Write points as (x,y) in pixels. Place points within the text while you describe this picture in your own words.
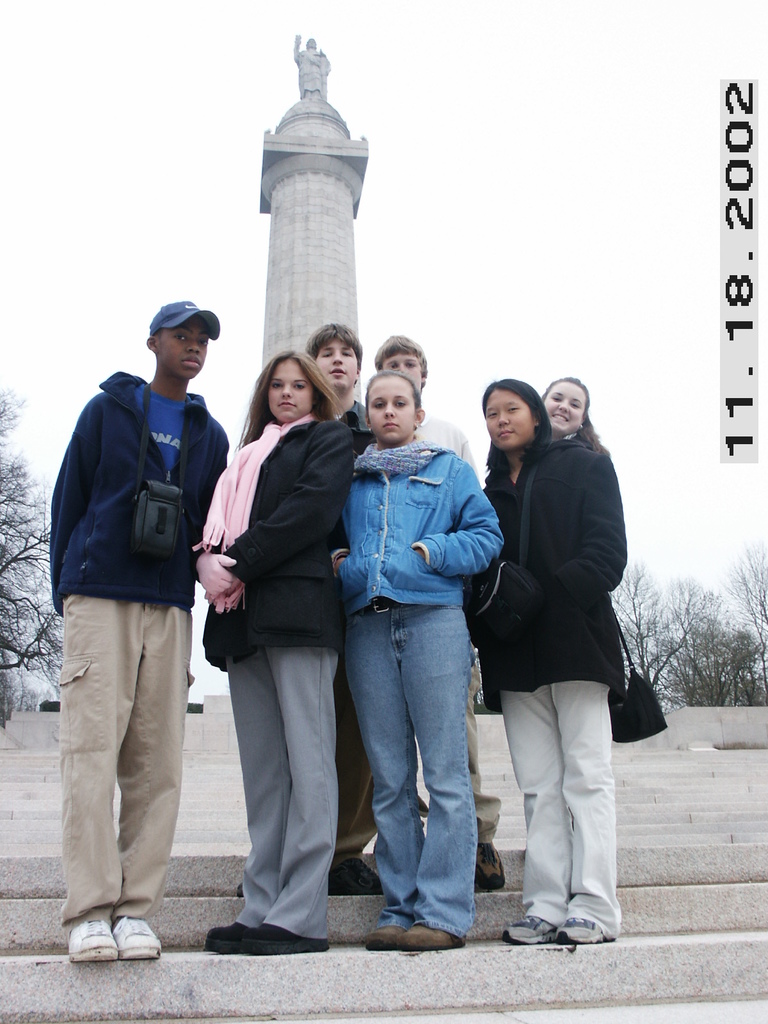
In this picture I can see group of people (266,545) standing on the stairs (735,820), there are trees (12,521), there is a pillar (298,195) with a sculpture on it, and in the background (78,197) there is the sky (578,223) and there is a watermark (748,117) on the image.
